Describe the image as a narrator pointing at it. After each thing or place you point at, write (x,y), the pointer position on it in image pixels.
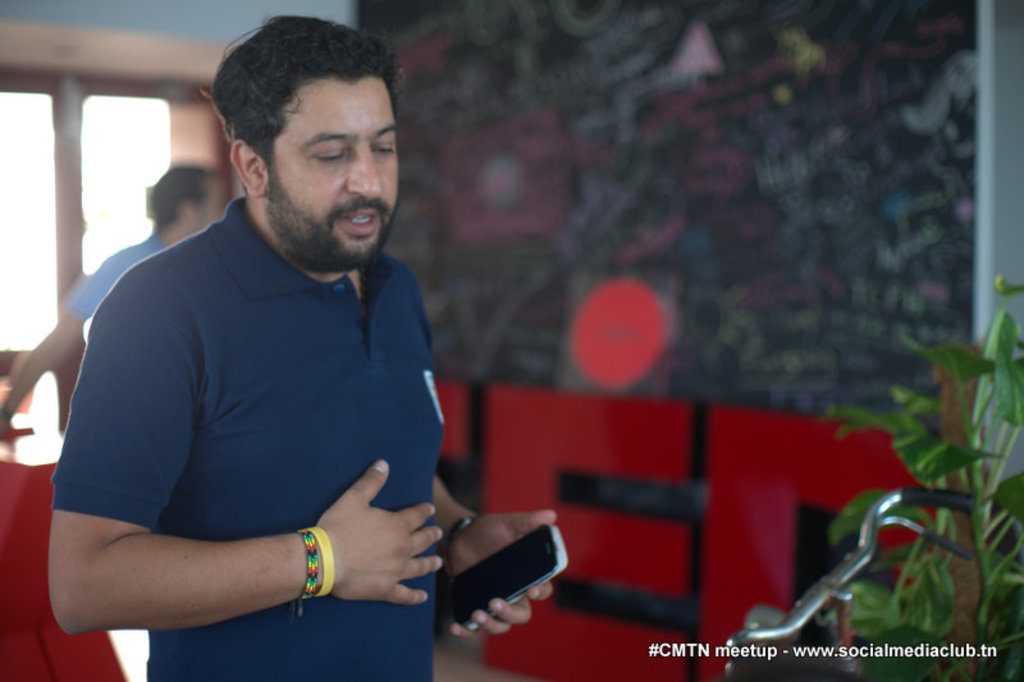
In the image there is a man (285,385) standing and holding a mobile (505,560) on his hand (457,569) and we can also another person (165,211) and a window (99,181) which is closed on right side (917,453) there is a cycle handle (805,619), plants (917,453).
